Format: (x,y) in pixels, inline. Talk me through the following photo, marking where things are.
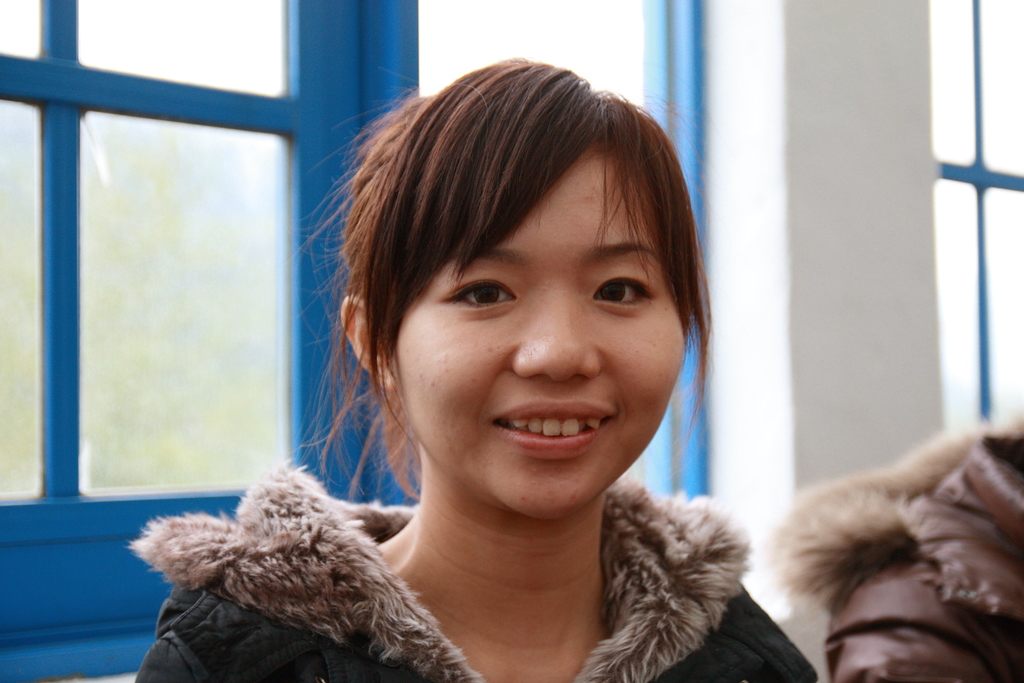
In this picture we can see a woman (385,404) here, in the background (295,320) there is a glass window (295,320), we can see a wall (802,247) here.
